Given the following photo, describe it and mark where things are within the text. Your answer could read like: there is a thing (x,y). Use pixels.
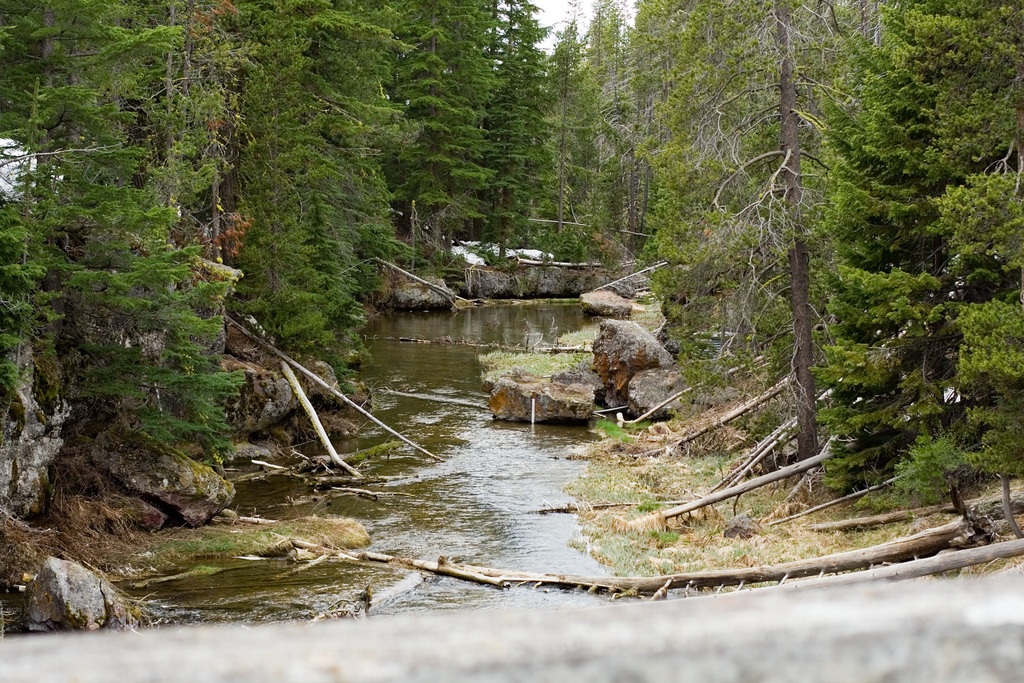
In the middle (422,424) it is water (470,369), trees (757,249).
